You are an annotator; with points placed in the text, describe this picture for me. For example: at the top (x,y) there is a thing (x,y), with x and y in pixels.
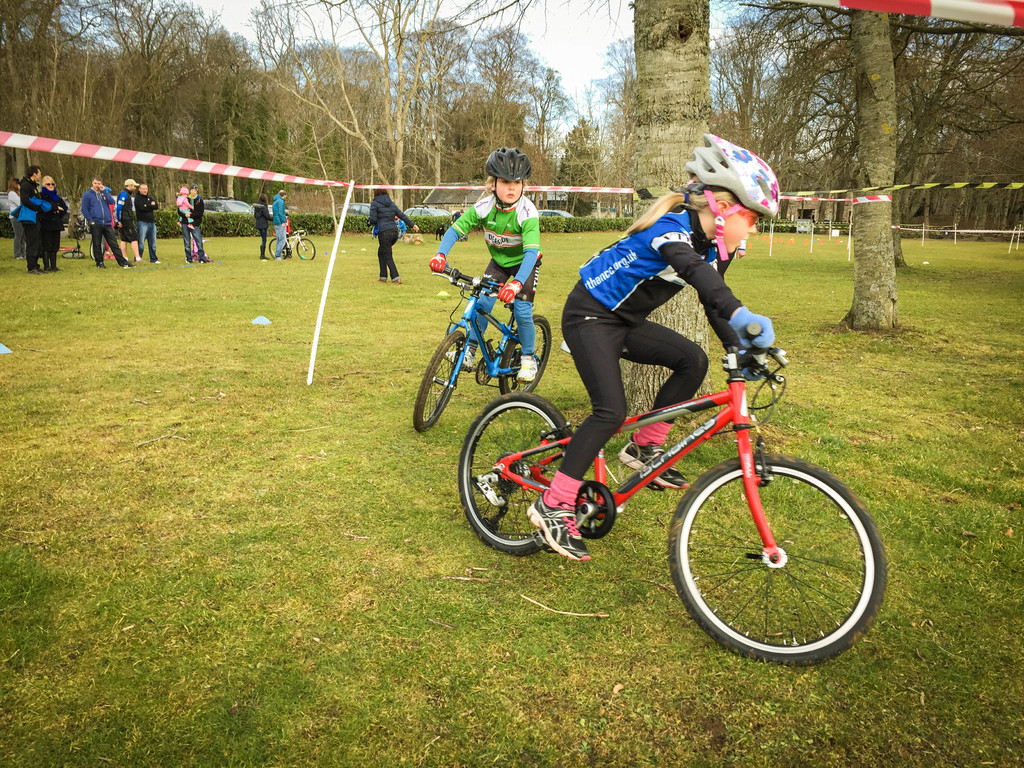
In this image we can see few children (701,376) riding bicycles (691,597) and there are some people (144,212) on the left side of the image (180,213) and we can see grass (989,379) on the ground (914,285). There are some trees (491,113) and we can see some vehicles (408,215) in the background (420,212) and at the top (589,33) we can see the sky (577,30).
